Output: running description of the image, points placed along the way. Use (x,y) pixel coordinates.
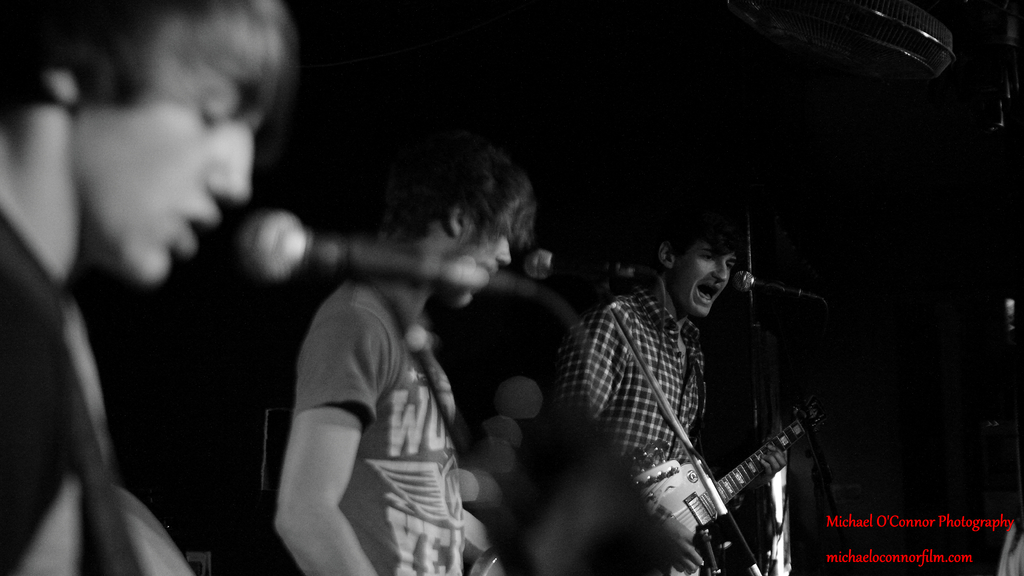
there are three persons (334,321) carrying guitar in their hands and singing in front of the mike (588,268) and there is also a fan (873,51) on the top right corner (854,47).
